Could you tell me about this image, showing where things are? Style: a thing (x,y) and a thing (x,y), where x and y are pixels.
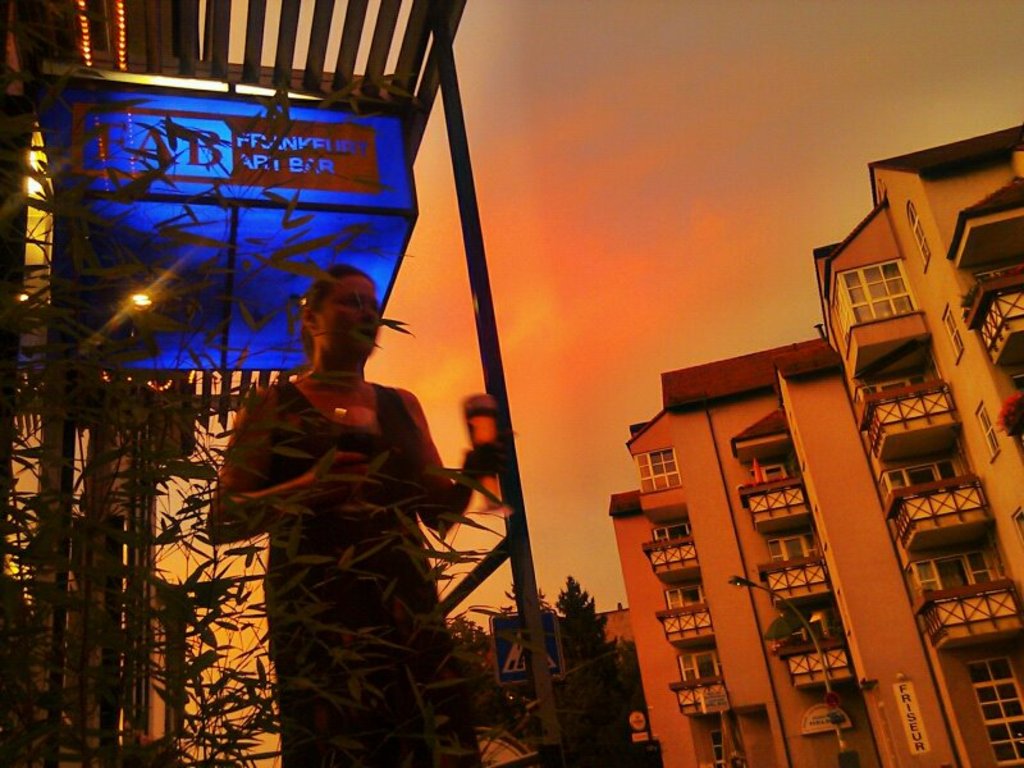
In this picture I can see there is a woman (303,428) standing here and there are some buildings (745,634) on the right (723,644) and there are some street lights (841,728) and the sky (608,236) is cloudy.
